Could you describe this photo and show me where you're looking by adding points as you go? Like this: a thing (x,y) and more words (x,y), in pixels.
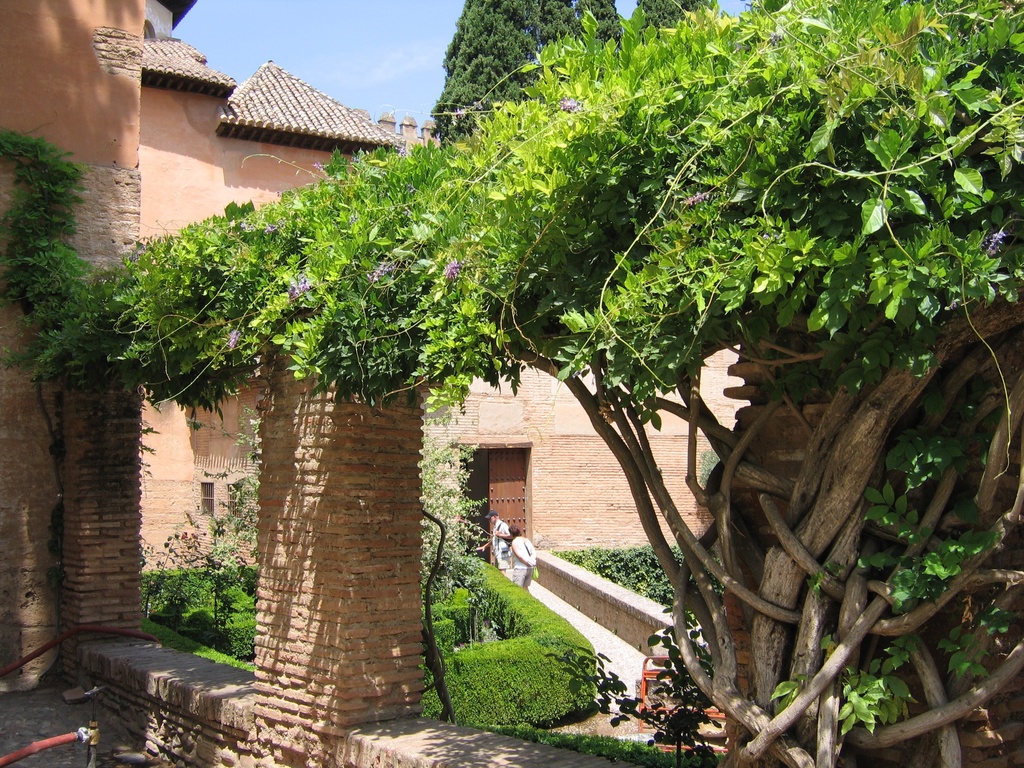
In this picture we can see two people (520,568) standing on the path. There are bushes (555,631), trees (438,582) and other objects (281,475). We can see a door (498,496) and a few things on the building (543,488). We can see the sky (285,23).
